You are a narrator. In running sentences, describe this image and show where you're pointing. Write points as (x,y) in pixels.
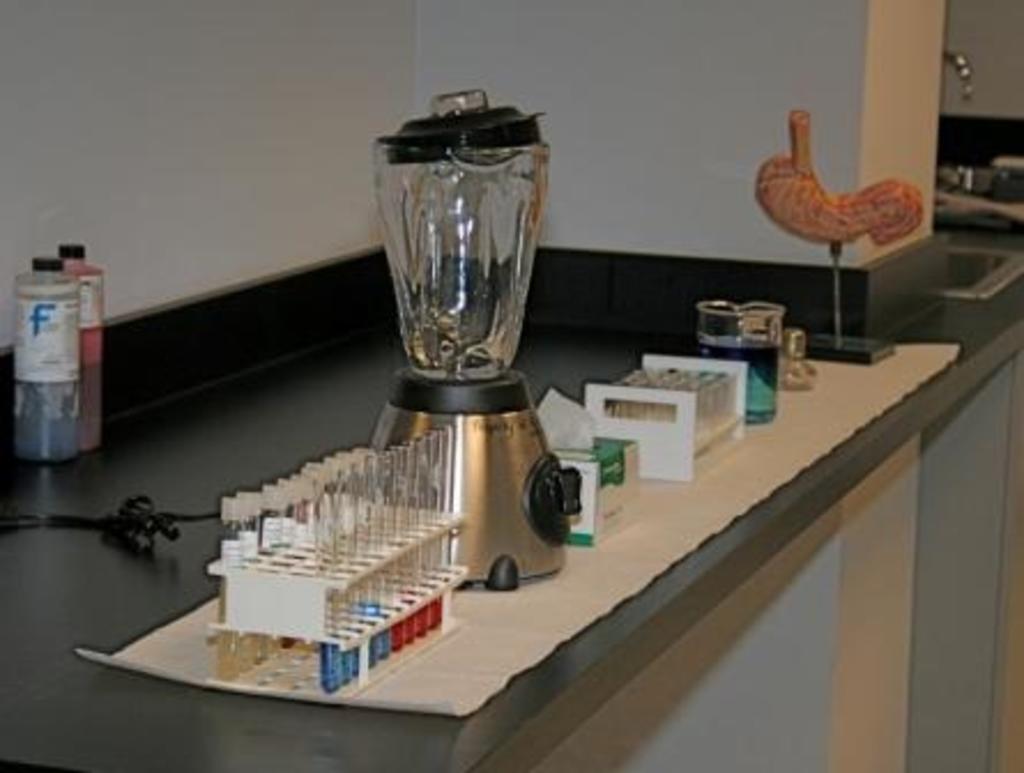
I can see the test tubes (402,502), mixer (510,450) with a jar (468,368), beaker (751,330) and few other objects (803,356) on the table (49,620). This looks like a cable (140,522). Here is the wall (595,105). In the background (959,277), that looks like a sink (988,257) with a tap (960,73).
